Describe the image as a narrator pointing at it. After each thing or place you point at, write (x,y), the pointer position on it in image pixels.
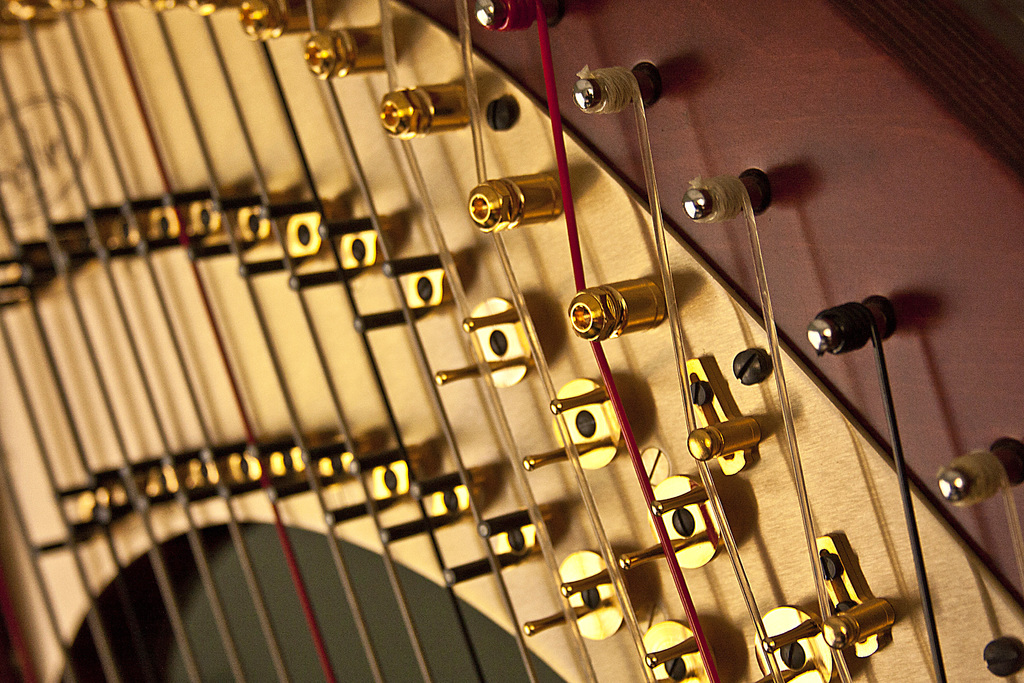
In this image, there is a harp musical instrument (825,298) with the strings (240,408).
